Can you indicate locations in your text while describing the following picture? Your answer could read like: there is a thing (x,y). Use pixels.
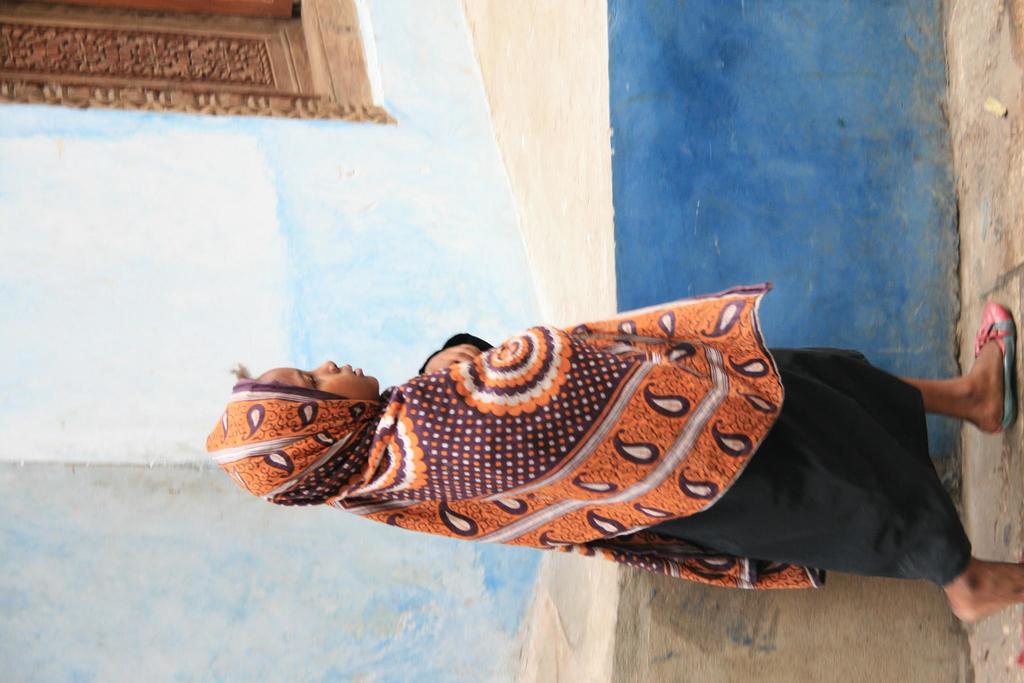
In this image there is a girl (1007,567) wearing scarf (689,563) walking beside the building (394,374), also there is a door (28,73) in the middle of building (125,141).
